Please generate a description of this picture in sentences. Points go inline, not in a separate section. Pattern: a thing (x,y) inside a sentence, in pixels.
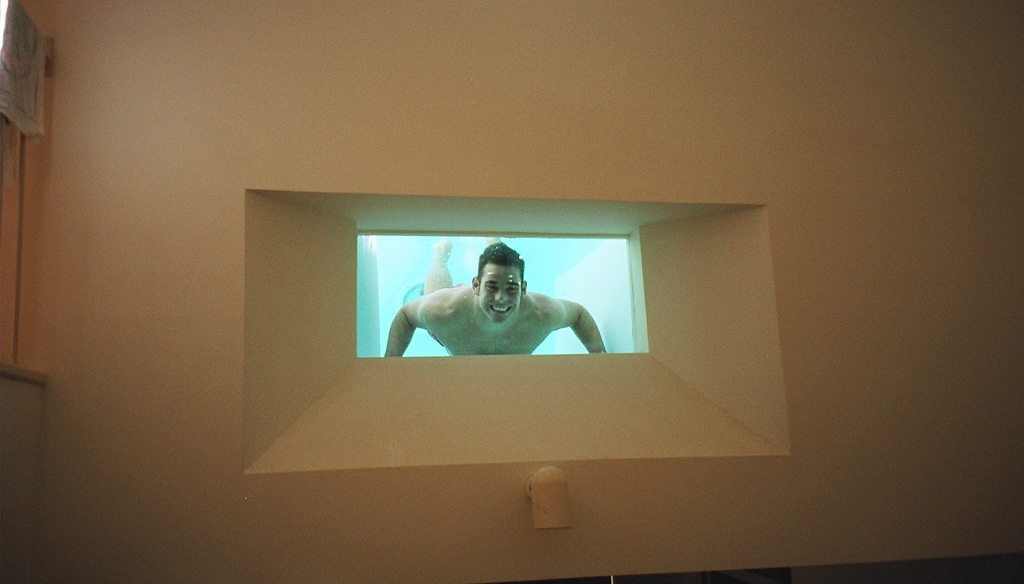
In this picture I can see there is a man (518,319) swimming in the water (376,342) and laughing. He is visible from the window (543,273), which is on the wall (468,488).
